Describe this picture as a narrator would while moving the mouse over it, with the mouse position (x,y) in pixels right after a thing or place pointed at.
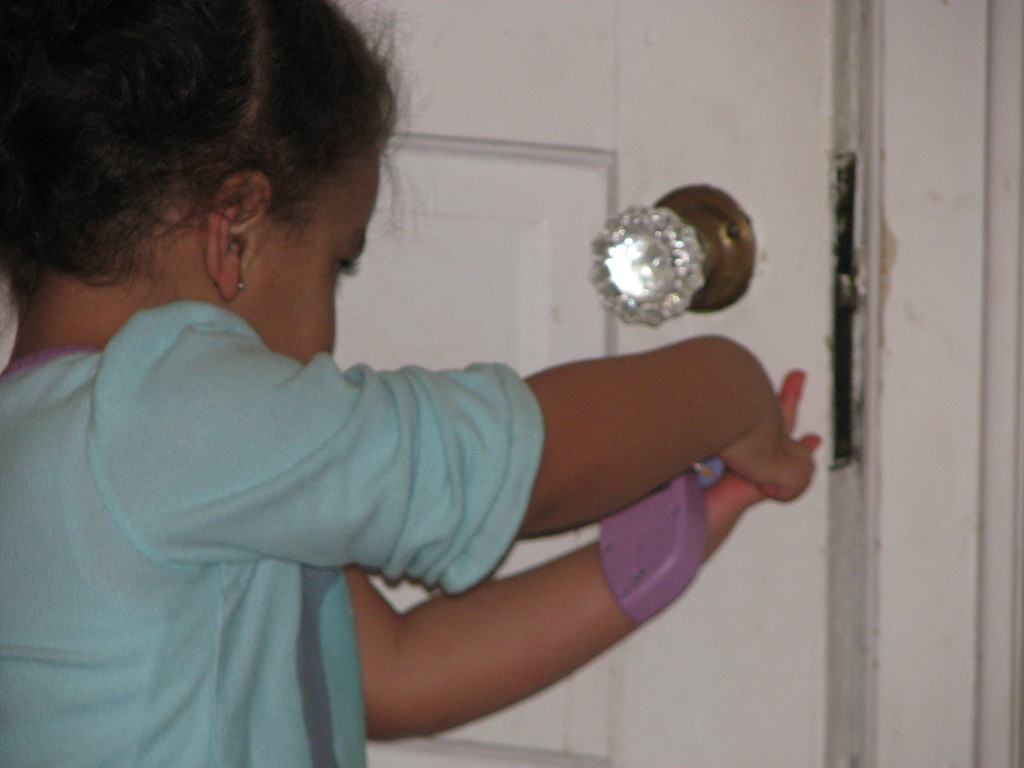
In this image I see a girl (200,125), who is wearing a blue colored t-shirt (291,412) and in the background (807,757) I see a door (817,463) which is of white in color and the door knob (644,220) is of silver color.
